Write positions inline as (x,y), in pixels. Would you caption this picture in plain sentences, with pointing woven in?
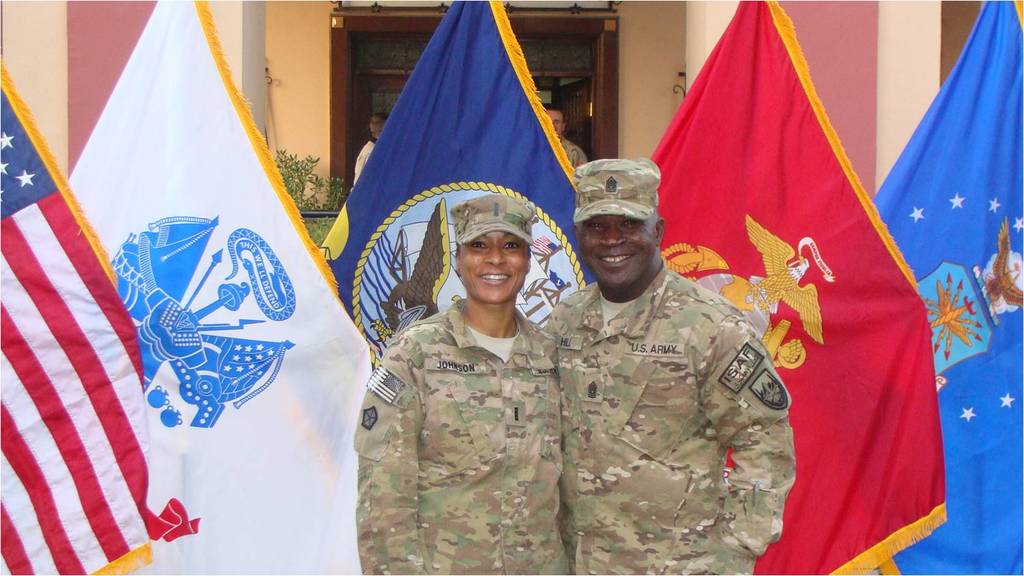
In this image I can see two persons (581,402) wearing military uniforms (564,401) are standing. In the background (737,213) I can see few flags (793,266), few persons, a plant (294,187) and a building (349,62).
